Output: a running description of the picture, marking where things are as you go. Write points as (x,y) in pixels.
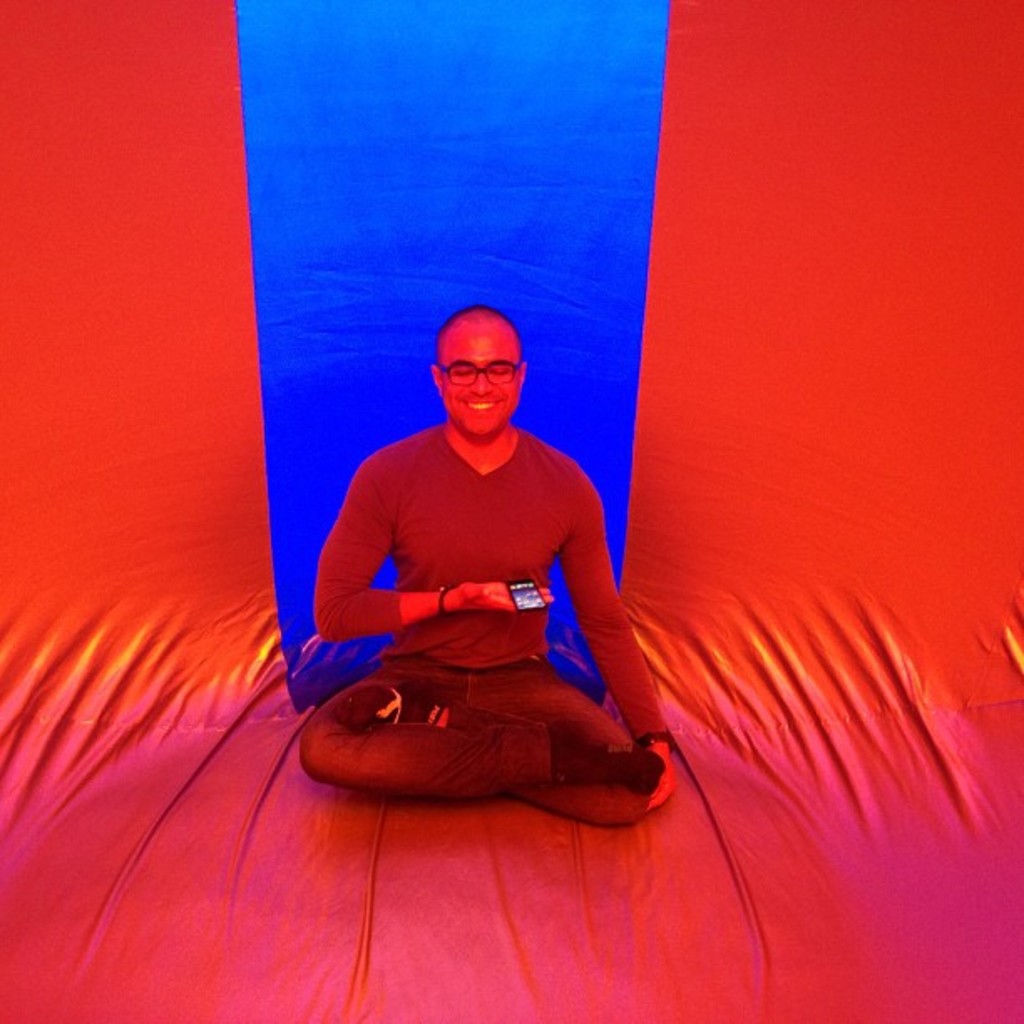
In this image I can see there is a man (470,420) sitting on a red and blue surface (550,228), he is having spectacles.
